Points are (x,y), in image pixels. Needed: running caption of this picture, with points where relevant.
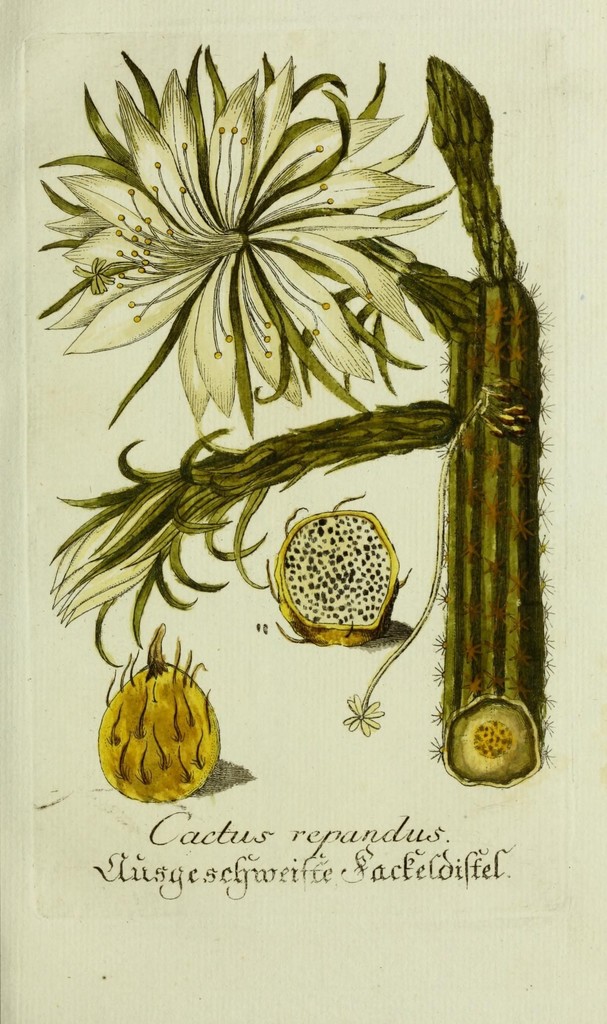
In this picture we can see a poster (256,777), in the poster (355,420) we can find some text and printed pictures (518,677).
